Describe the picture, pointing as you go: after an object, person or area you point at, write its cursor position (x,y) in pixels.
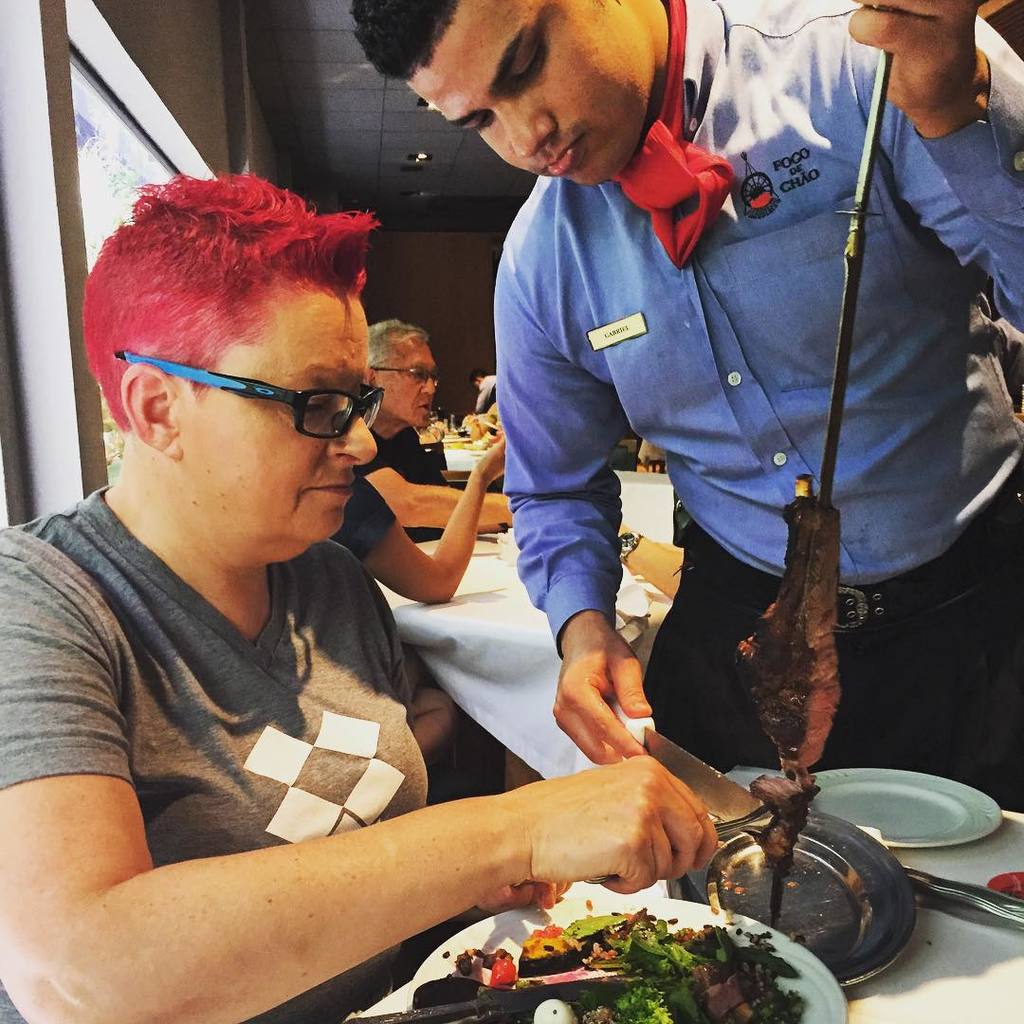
This picture is clicked inside. On the left (327,667) we can see the group of persons (332,446) sitting and holding some objects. On the right (810,284) there is a person (648,353) wearing blue color shirt (782,317), standing and holding some objects (783,784) and we can see the tables (952,876) on the top of which plates (836,886) and a platter (512,939) containing food items (696,958) and many other items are placed. In the background (362,111) we can see the roof (338,155), ceiling lights (422,156) and the wall (465,289) and many other objects (490,421) and we can see the window (104,167).
